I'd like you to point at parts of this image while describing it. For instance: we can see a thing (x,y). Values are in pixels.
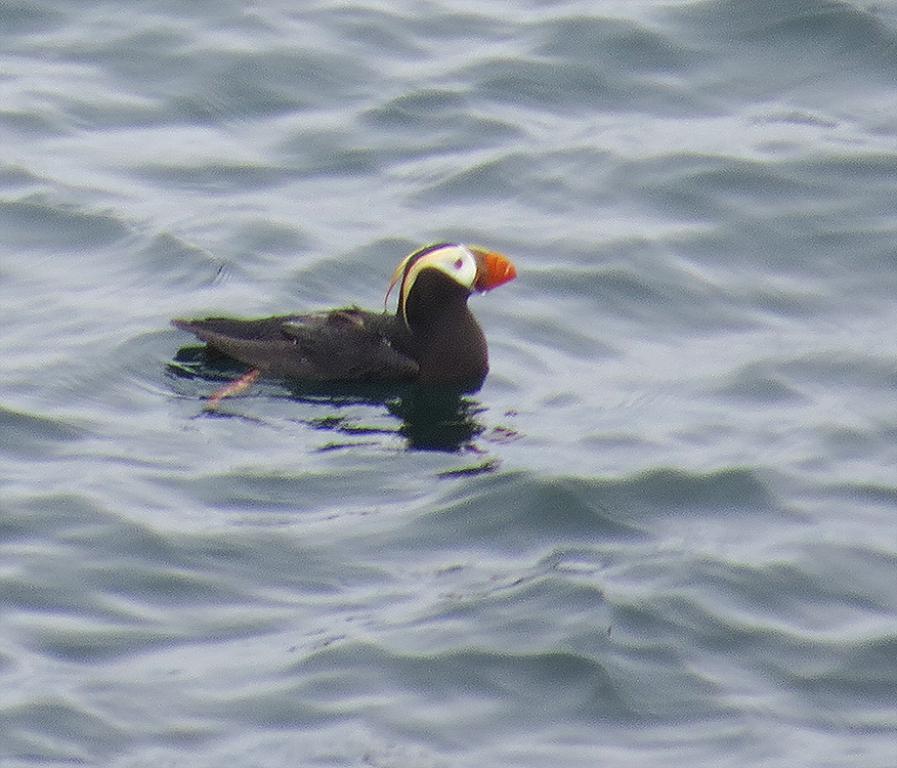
In this picture, we can see a sea bird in the water (214,279).
